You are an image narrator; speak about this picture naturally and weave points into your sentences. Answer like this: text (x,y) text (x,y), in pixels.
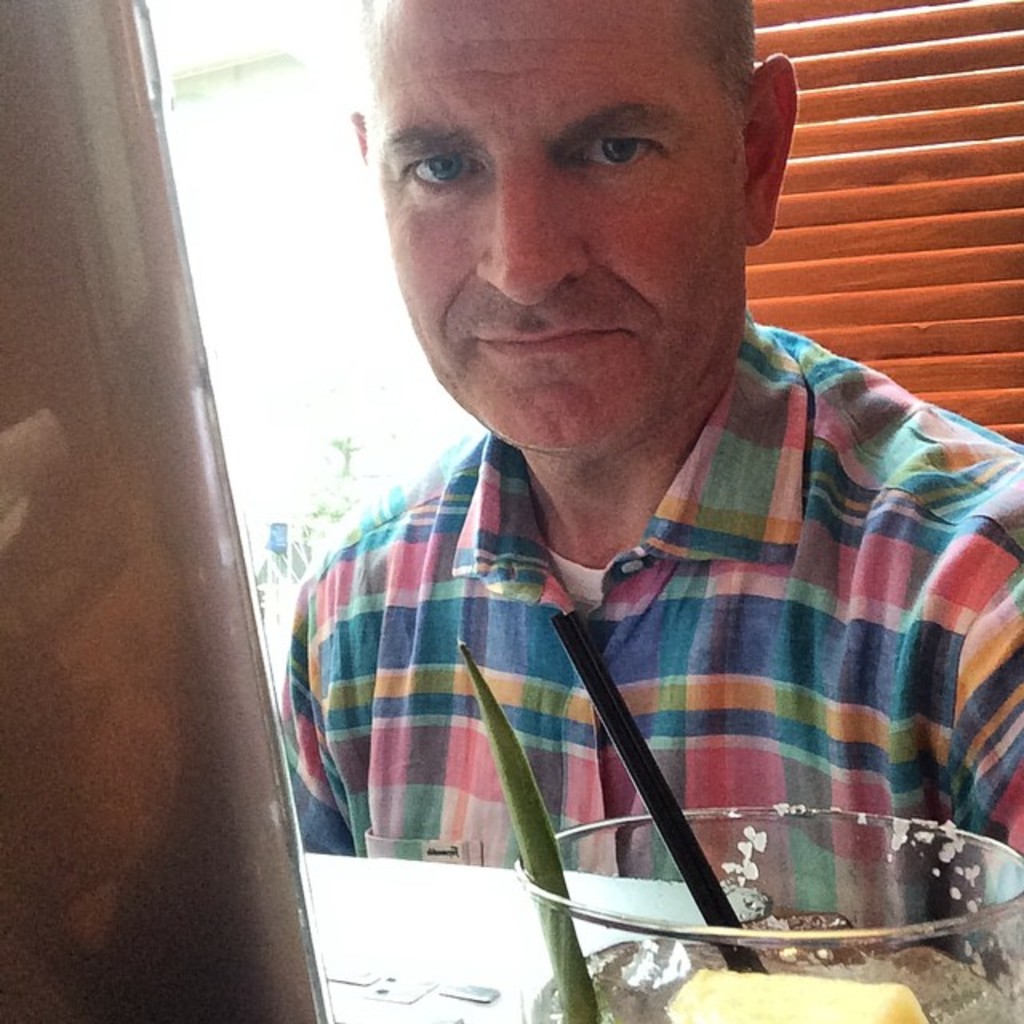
In this image I can see a person (454,737) wearing blue and pink color shirt (769,673), in front (839,879) I can see a glass (848,896). Background (884,329) I can see a window (884,316) in brown color.
